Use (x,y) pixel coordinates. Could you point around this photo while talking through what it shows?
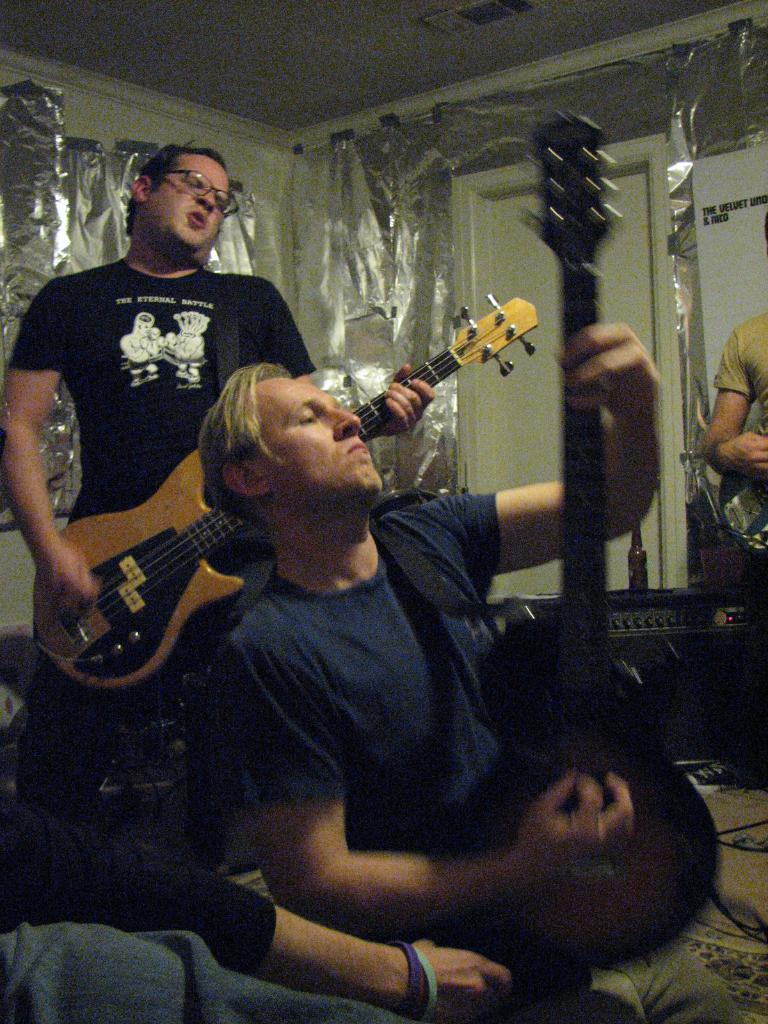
There are 3 people (377,520) here playing musical instruments (99,663), behind them there is a door (614,199).
